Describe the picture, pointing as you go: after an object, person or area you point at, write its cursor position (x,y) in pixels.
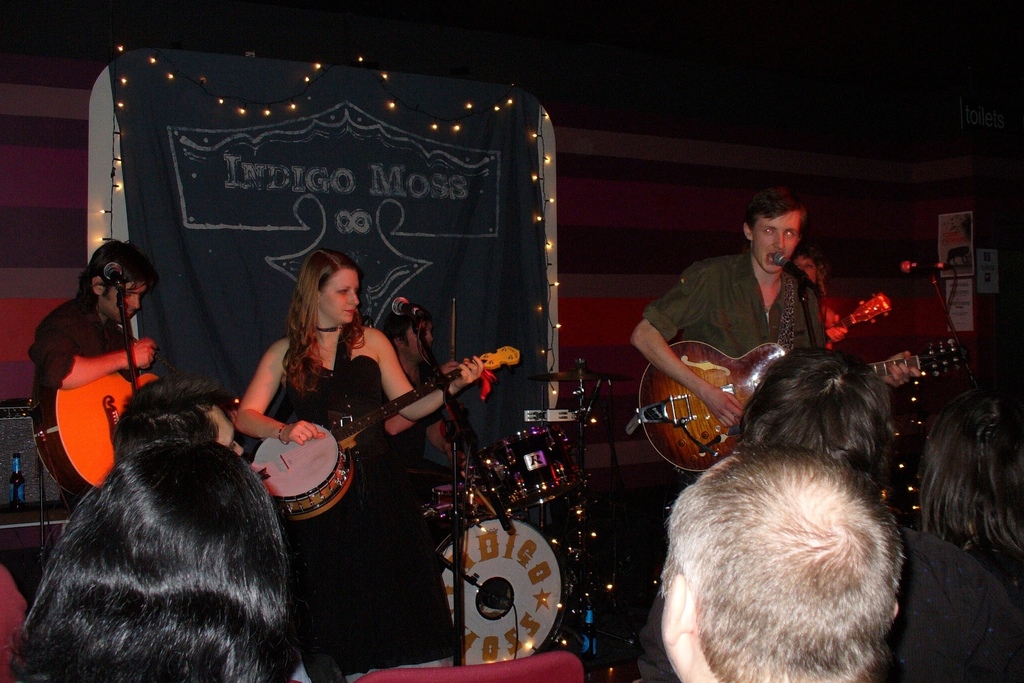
There is a band (740,327). Man (757,324) in the front (764,292) playing guitar (647,410) and the woman (330,363) playing a music instrument (325,477) and the guy (90,345) over the left side (71,351) also playing a guitar (98,397). There are people (732,552) looking at them. The background (518,213) there is a cloth (203,202) and lights (240,113) over the top and to the edges.
